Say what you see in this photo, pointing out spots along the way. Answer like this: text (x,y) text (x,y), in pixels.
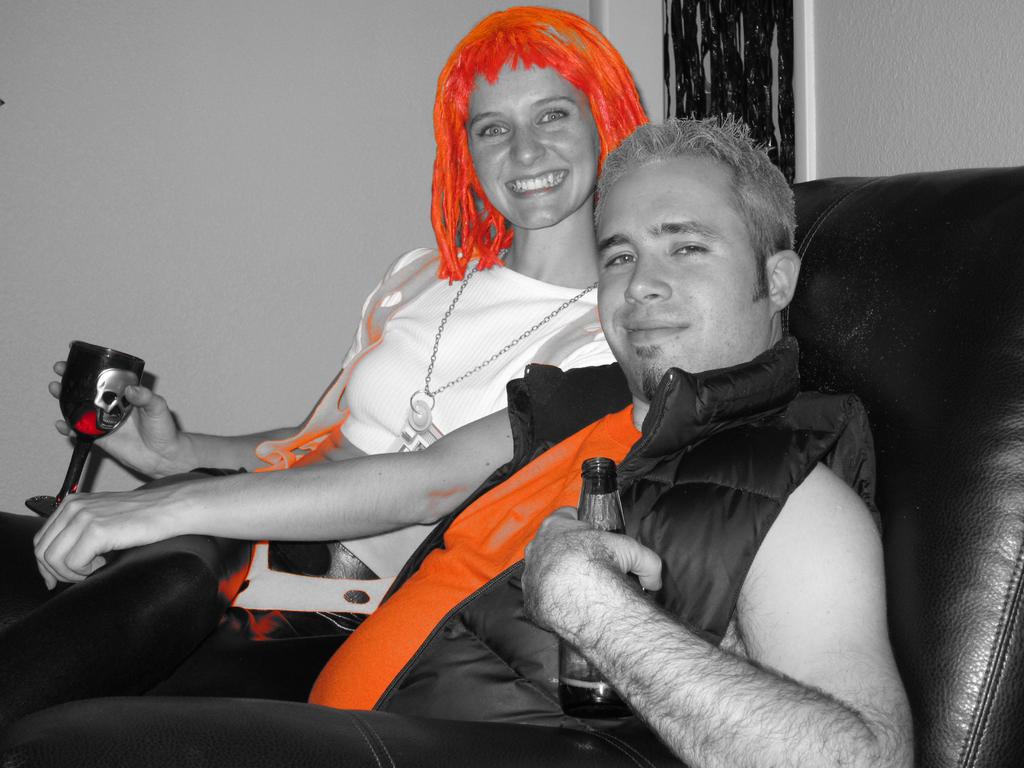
In this image we can see two people (493,460) sitting on the sofa (224,678) and holding the objects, in the background (737,52) we can see a curtain (676,79) and the wall (881,110).
